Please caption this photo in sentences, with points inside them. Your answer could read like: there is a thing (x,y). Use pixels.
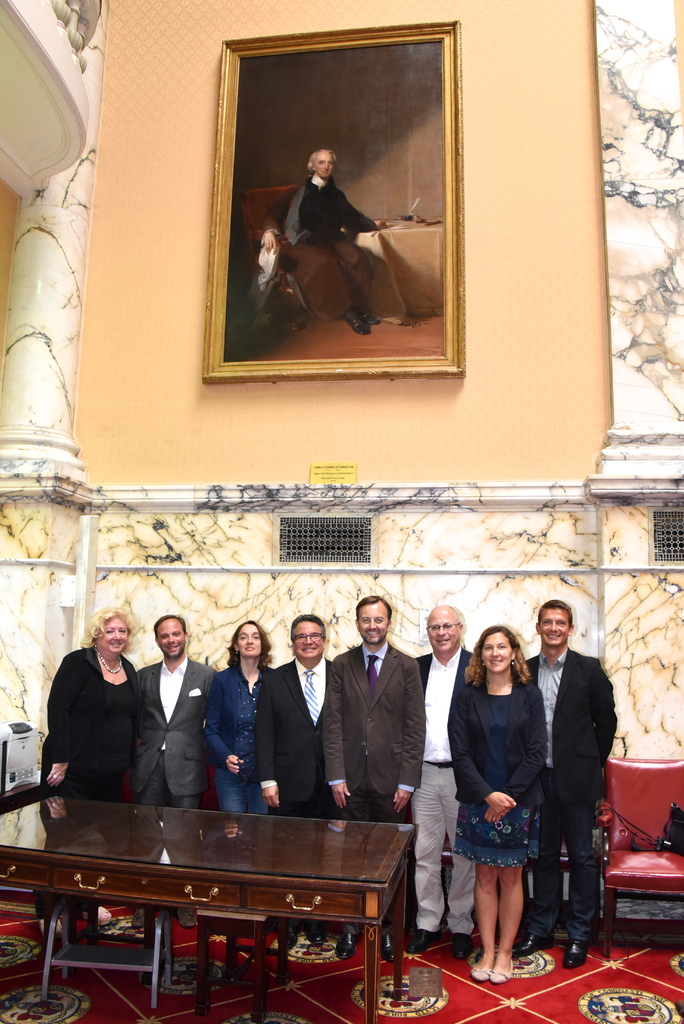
A picture (280,220) on wall (151,144). These persons (309,706) are standing and giving stills. In-front of them there is a table (151,853). We can able to see a red chair (654,826).
